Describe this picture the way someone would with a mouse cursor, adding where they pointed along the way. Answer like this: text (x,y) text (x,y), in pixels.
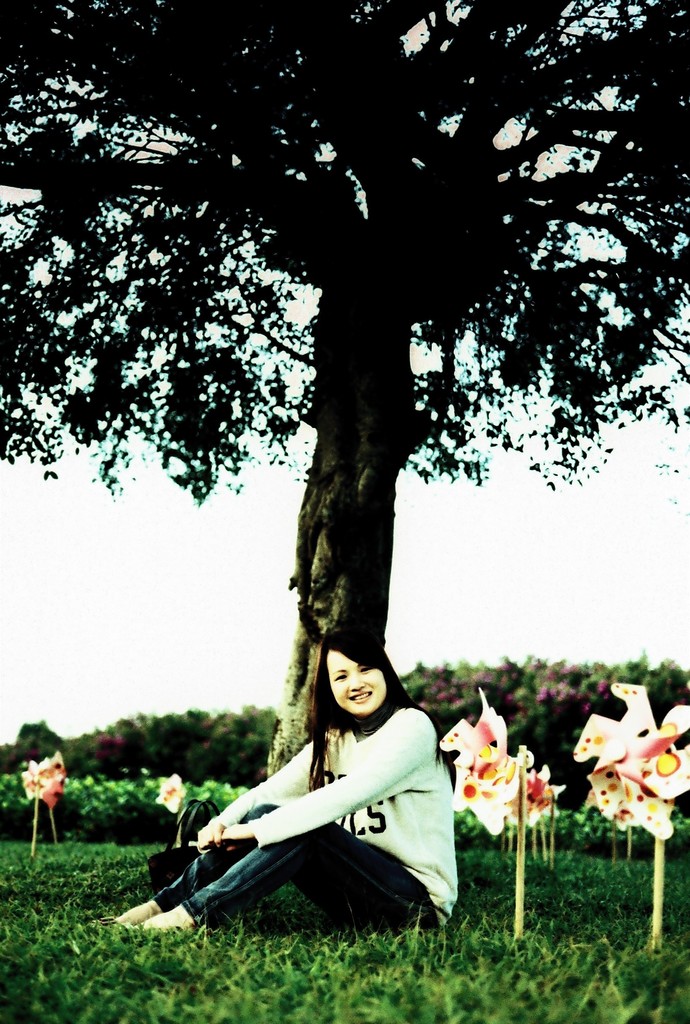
In this picture there is a girl (335,839) wearing white color t-shirt (402,831) sitting on the grass (371,909), smiling and giving a pose into the camera. Beside there are some pinwheels (499,767). In the background (399,304) there is a huge tree (358,563).
